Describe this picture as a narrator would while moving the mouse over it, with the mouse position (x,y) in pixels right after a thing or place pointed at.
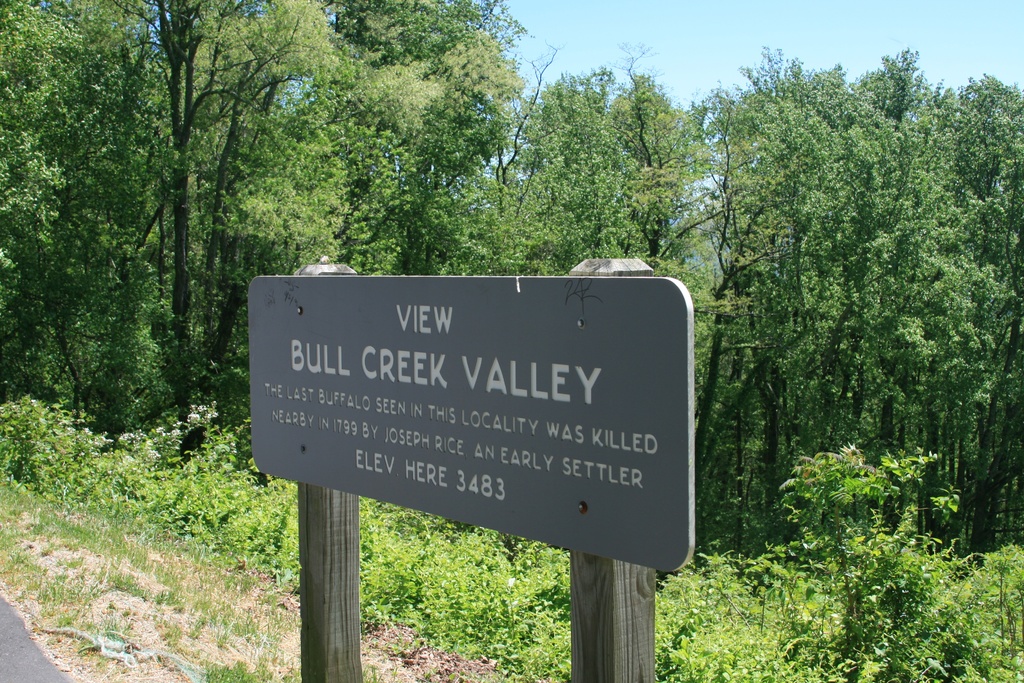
In this front of the image we can see an information board (553,341). In the background (898,333) we can see trees (204,159), plants (731,606) and sky (789,19).
